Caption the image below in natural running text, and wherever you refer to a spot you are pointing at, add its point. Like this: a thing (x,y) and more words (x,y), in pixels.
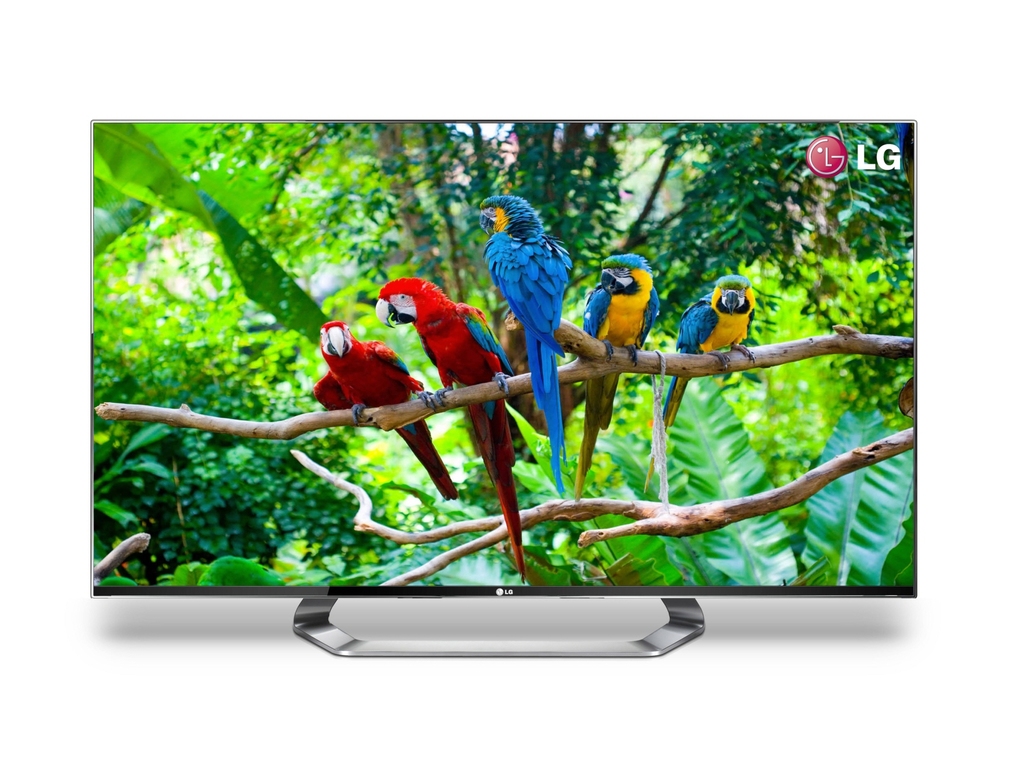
There is a picture (419,385) on a television (383,544) as we can see a group of parrot (362,373) present on the stem (570,372) which is in the middle of this image (449,259) and there are trees (709,232) in the background (686,267). There is a logo (812,166) present in the top right corner of this image (829,151).
